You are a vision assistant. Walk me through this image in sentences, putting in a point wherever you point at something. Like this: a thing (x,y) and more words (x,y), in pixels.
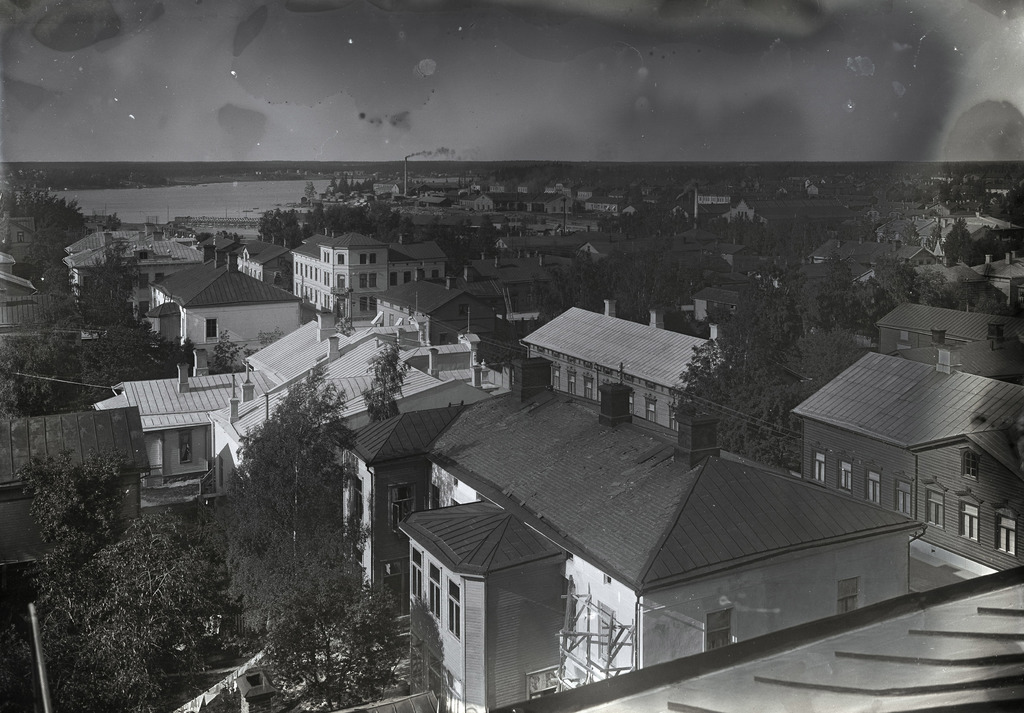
In this image I can see few buildings (869,467), windows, trees (782,304), wires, pole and water (256,209). The image is in black and white.
